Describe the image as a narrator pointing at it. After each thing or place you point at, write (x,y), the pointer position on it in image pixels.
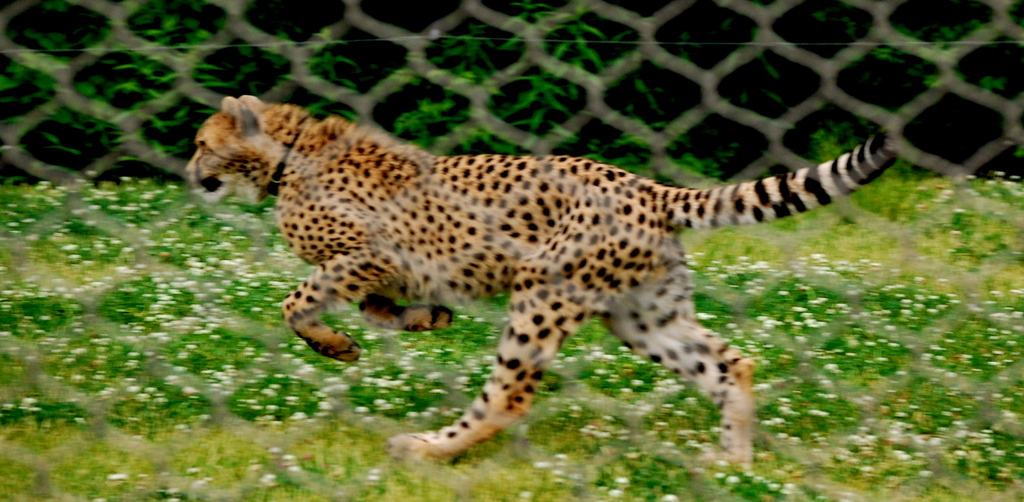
In this image there is a cheetah (459,240) inside a mesh fence (433,381) running on the grass surface (453,304), on the other side of the cheetah (257,159) there are trees (582,49).
